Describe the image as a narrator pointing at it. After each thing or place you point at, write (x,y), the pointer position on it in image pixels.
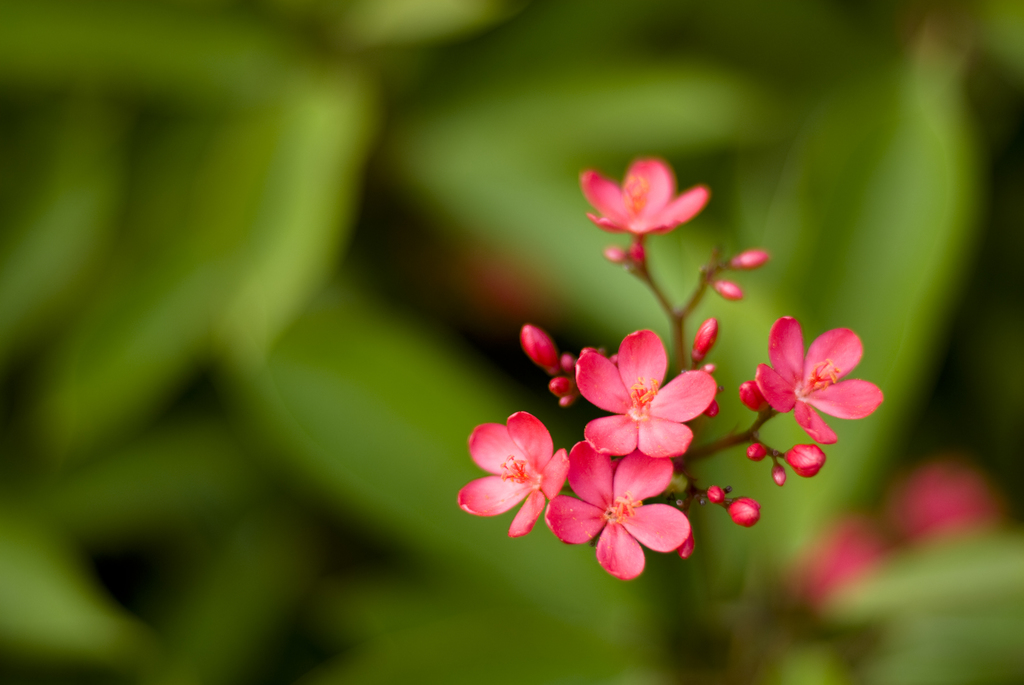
In this image we can see some flowers (594,355) which are in pink color, back side we can see leafs (591,278).
